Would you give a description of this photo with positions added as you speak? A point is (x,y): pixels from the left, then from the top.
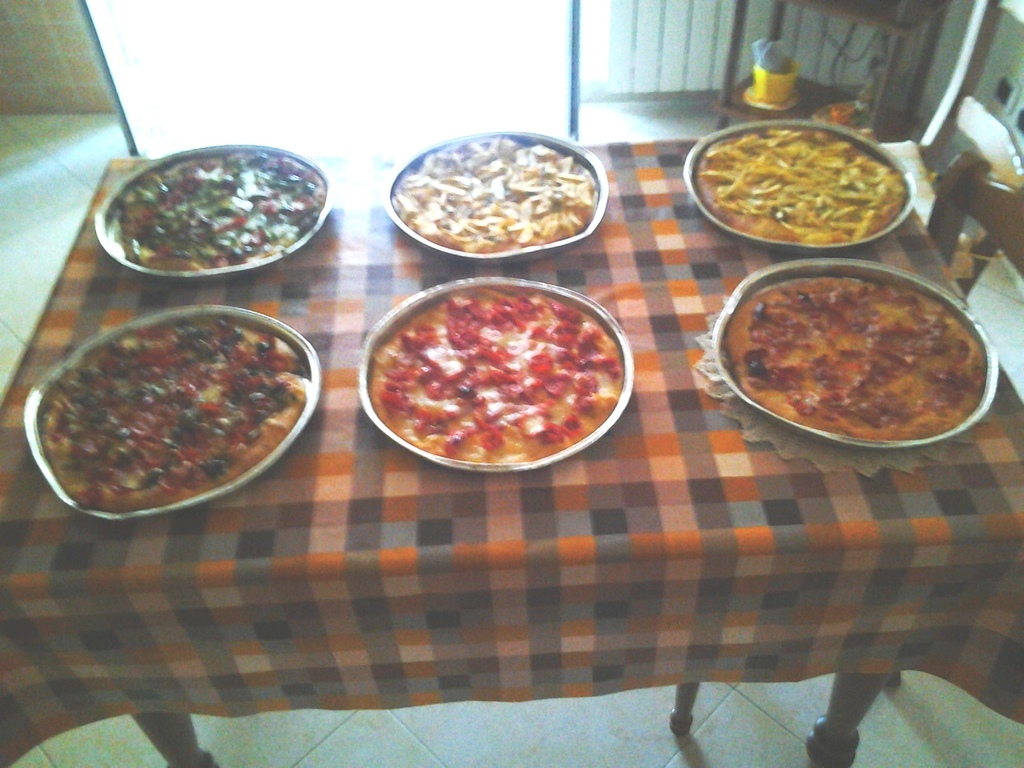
In this image in the front (591,542) there is a table (602,562) and on the table (648,514) there are foods (453,329). On the right side (897,41) there is a stand (820,89) and on the stand (743,99) there is an object (769,91) which is yellow and grey in colour and there are empty chairs (985,199).
